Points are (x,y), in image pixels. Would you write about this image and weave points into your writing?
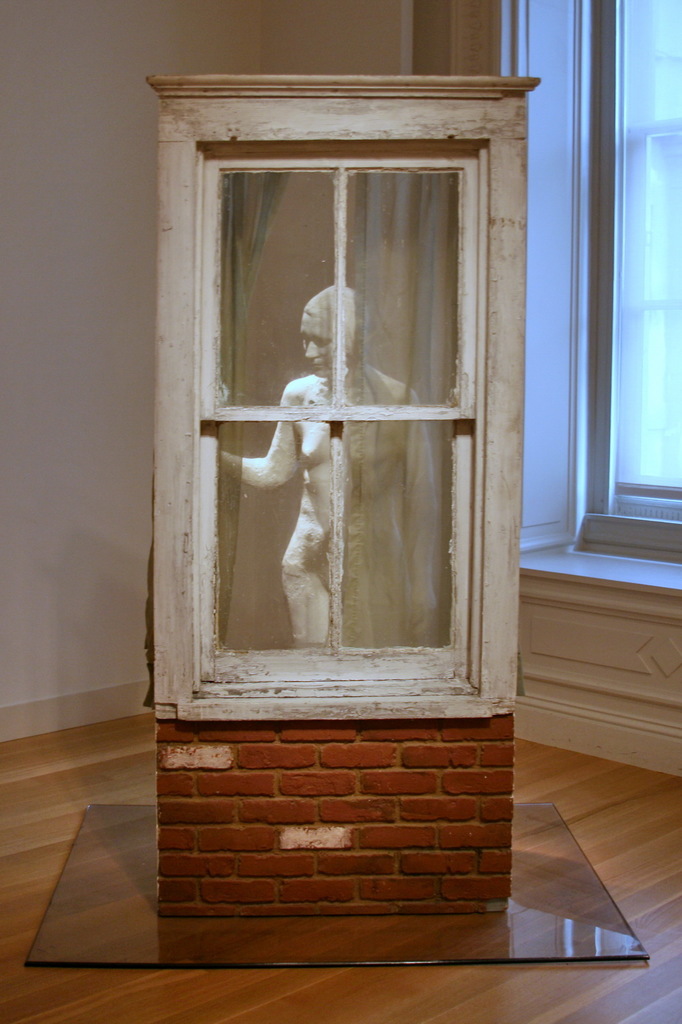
In this image there is a wooden floor (76,777), on that there is a box (228,104), in that box (439,507) there is a sculpture (323,508), around the box (273,624) there are walls (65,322) for that wall (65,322) there is a window (598,285).
